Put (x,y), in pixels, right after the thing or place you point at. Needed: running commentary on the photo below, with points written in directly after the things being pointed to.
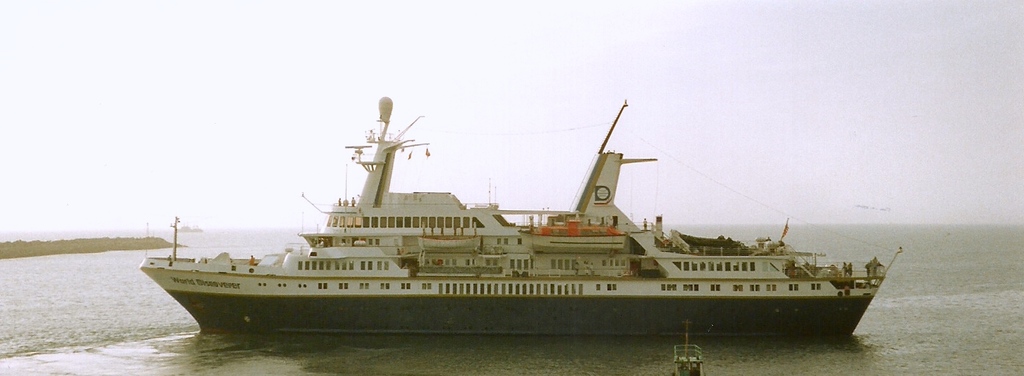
In this image we can see a ship (492,308) on the water (91,295). In the background (389,87), we can see the sky (554,88).
